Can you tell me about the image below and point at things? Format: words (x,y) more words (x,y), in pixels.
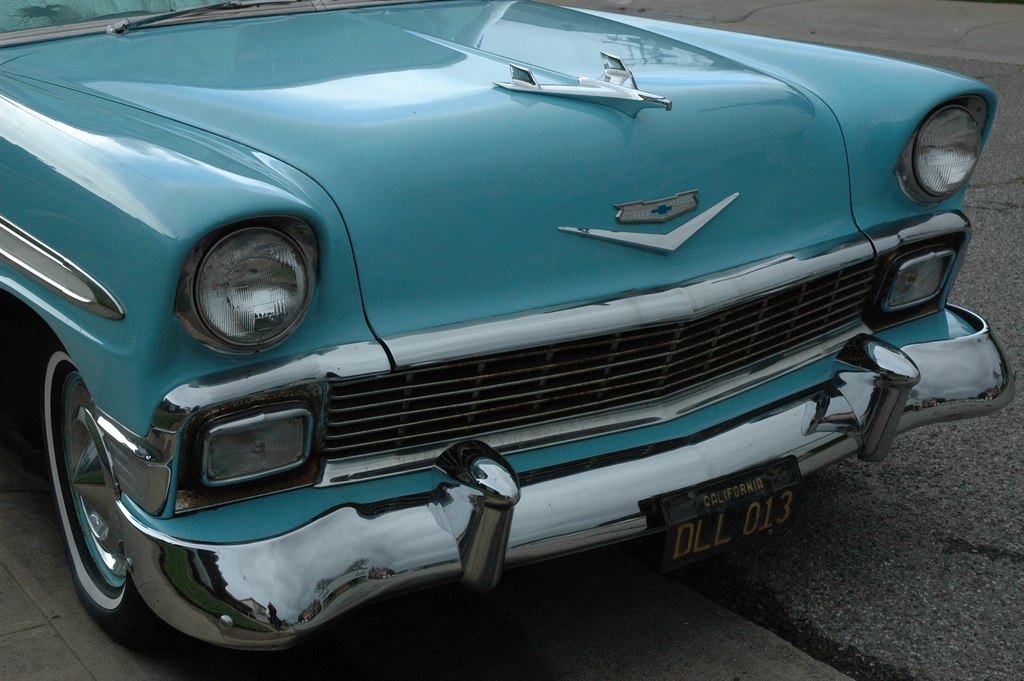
In this image in the foreground (528,471) there is one car (708,454) on the road (927,503).
